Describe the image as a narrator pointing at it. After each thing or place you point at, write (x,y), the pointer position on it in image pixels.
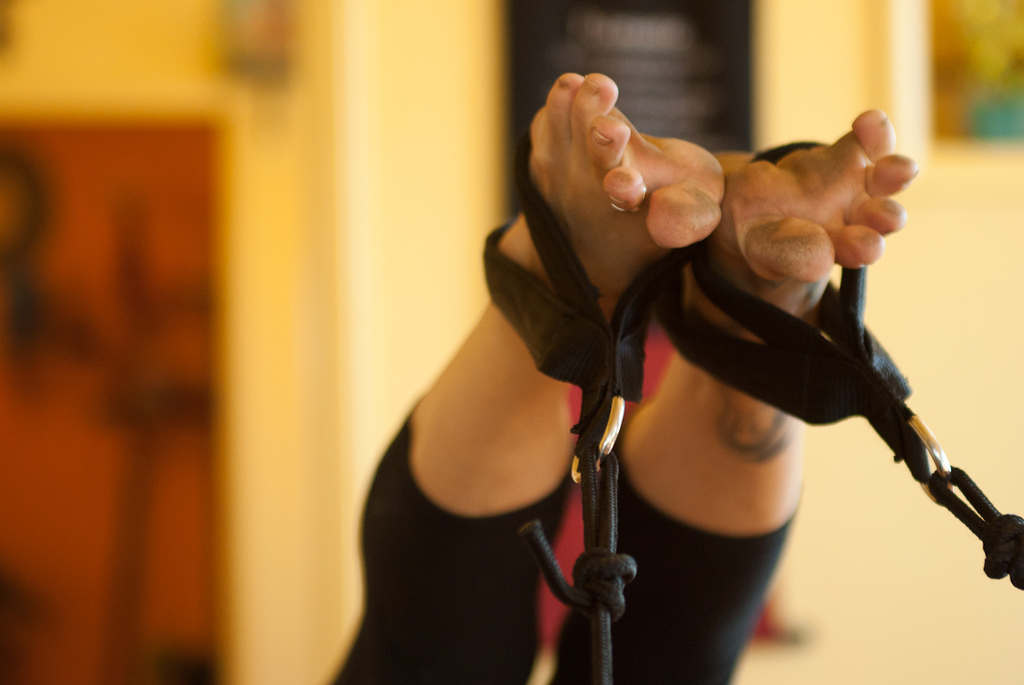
In this image we can see a person's legs (505,395) hanged to the black color objects (620,583) looks like straps (854,377) and blurry background (177,372).
